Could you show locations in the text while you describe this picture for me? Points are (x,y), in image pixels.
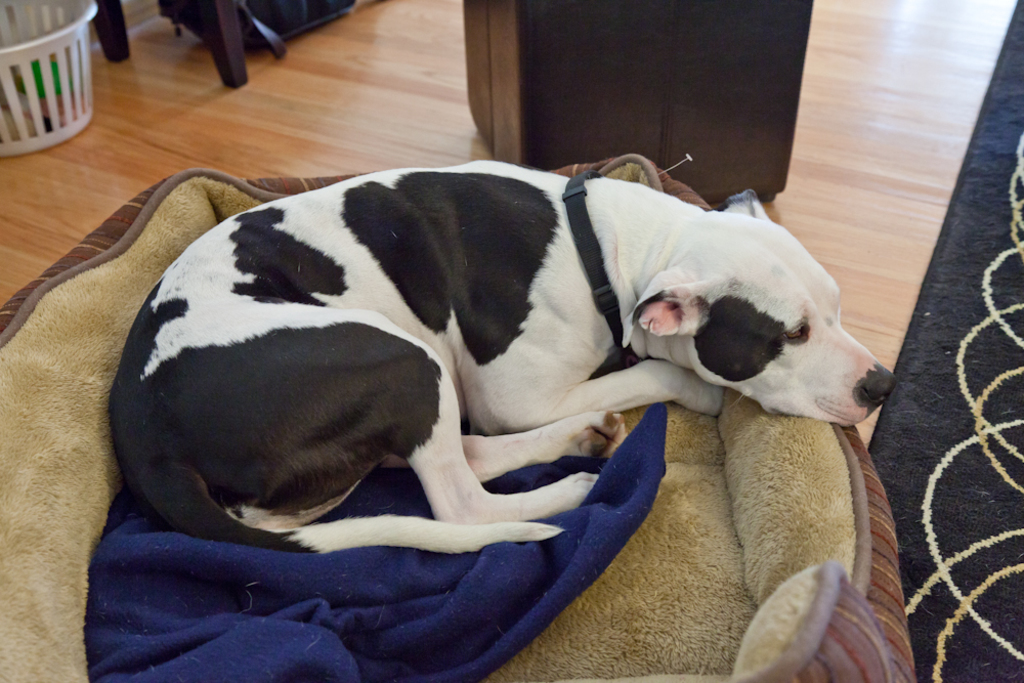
In this image we can see a dog (443,419) on the pet bed (78,271) and also we can see a basket (58,114), cupboard (520,98) and some other objects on the floor (331,49).
